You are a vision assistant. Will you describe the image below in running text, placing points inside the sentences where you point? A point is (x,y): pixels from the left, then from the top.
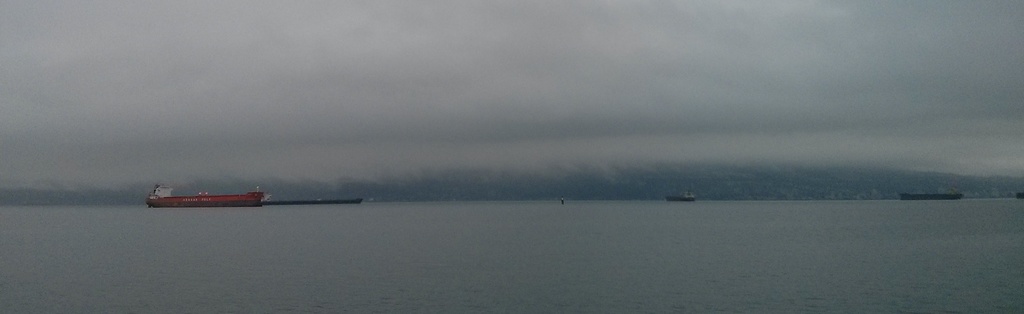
In this image, we can see ships (167,204) are above the water (494,275). In the background (414,160), we can see the sky (490,116).
